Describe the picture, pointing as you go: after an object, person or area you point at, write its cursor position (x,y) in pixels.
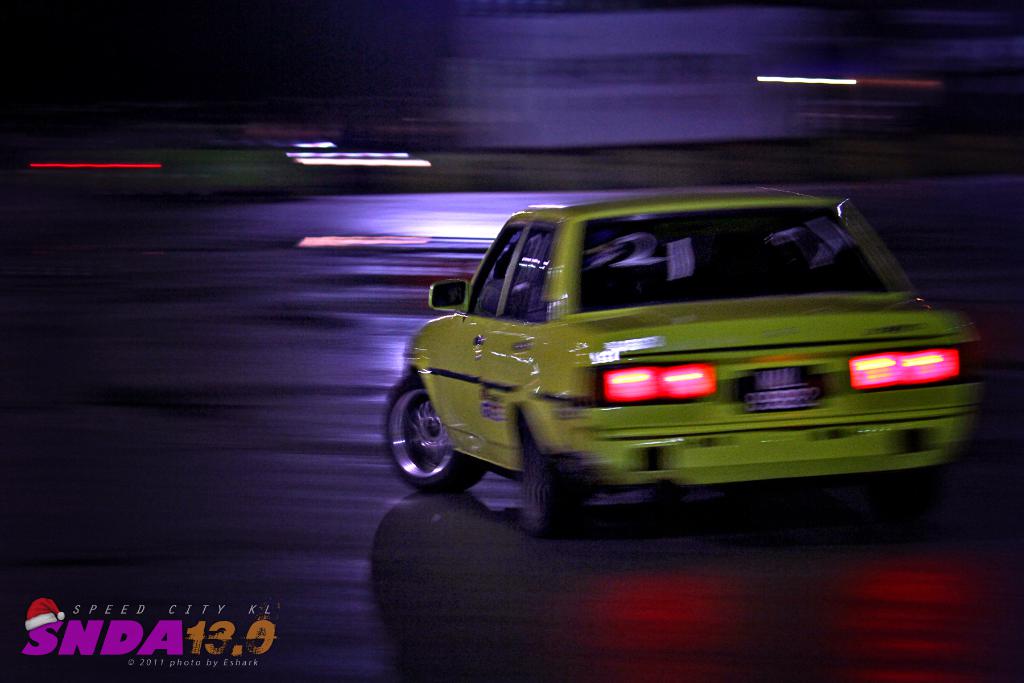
In this image we can see a car (589,466) on the road (263,414). To the left side (143,607) bottom of the image (132,613) there is some text (56,643).
